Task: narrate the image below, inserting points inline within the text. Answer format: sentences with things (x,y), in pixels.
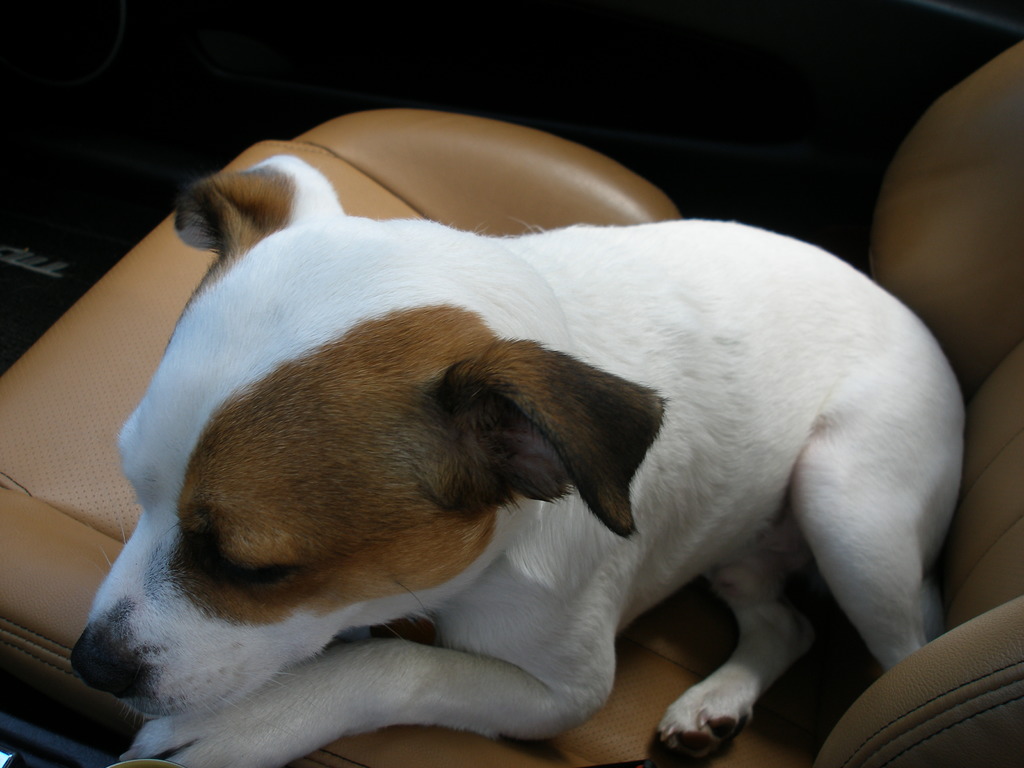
We can see a dog (293,552) sitting on seat (952,248). In the background (549,113) it is dark.
